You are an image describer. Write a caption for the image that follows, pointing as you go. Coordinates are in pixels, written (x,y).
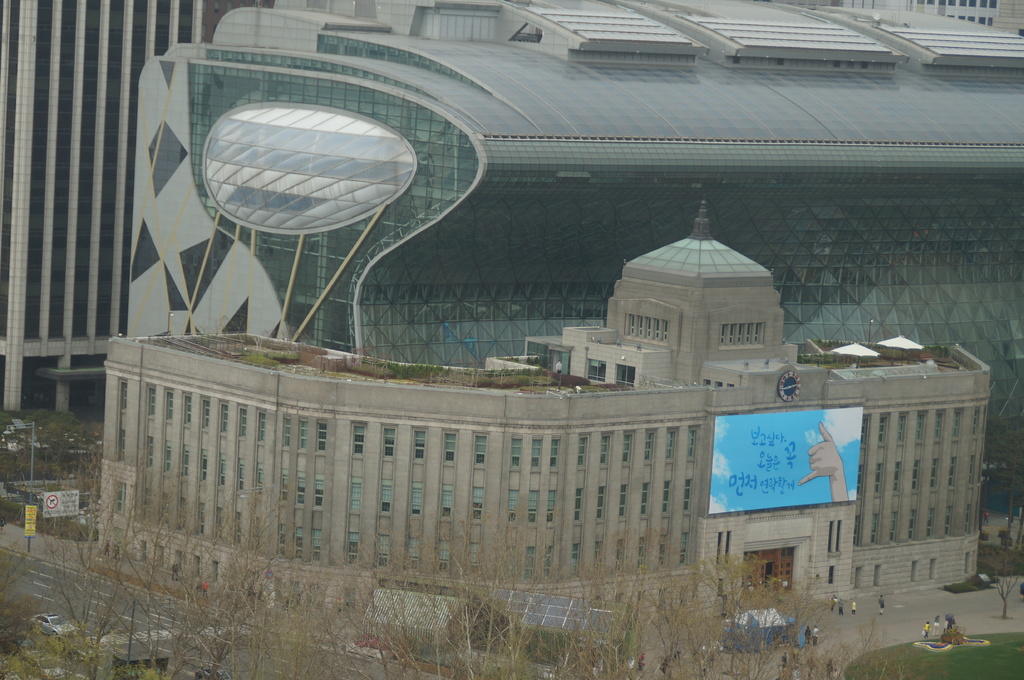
There are few buildings (346,224) in the background (382,235) and there are trees (393,643) in front of it.
